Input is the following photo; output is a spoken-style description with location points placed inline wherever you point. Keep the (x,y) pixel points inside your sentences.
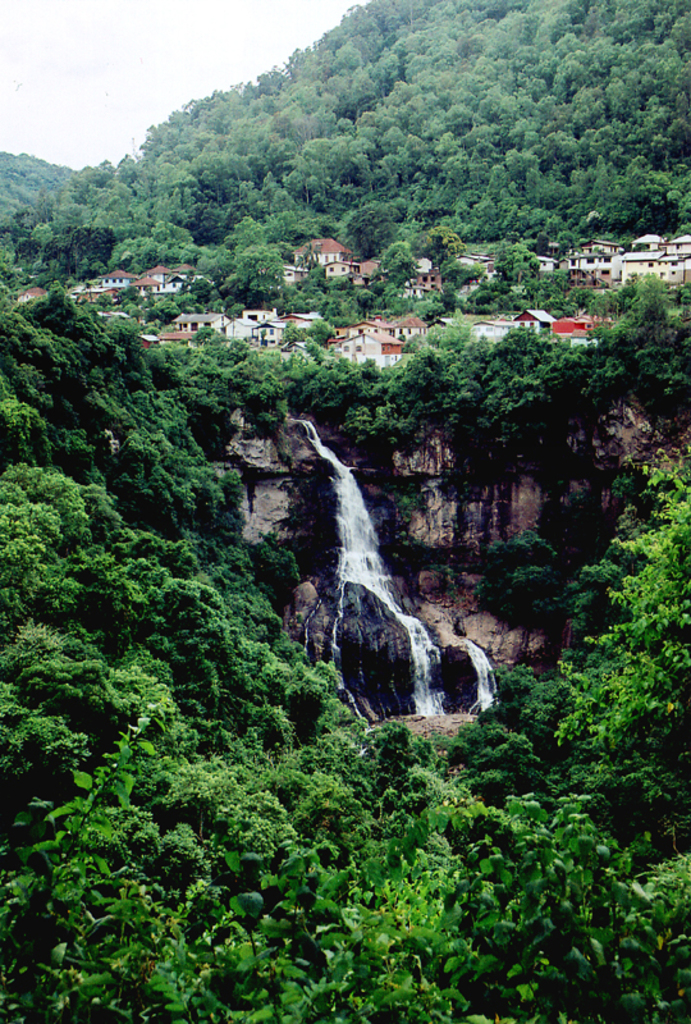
There are many trees (374,421) and buildings (489,329). Also there is a waterfall (344,584). In the background (198,55) there is sky (204,52).
